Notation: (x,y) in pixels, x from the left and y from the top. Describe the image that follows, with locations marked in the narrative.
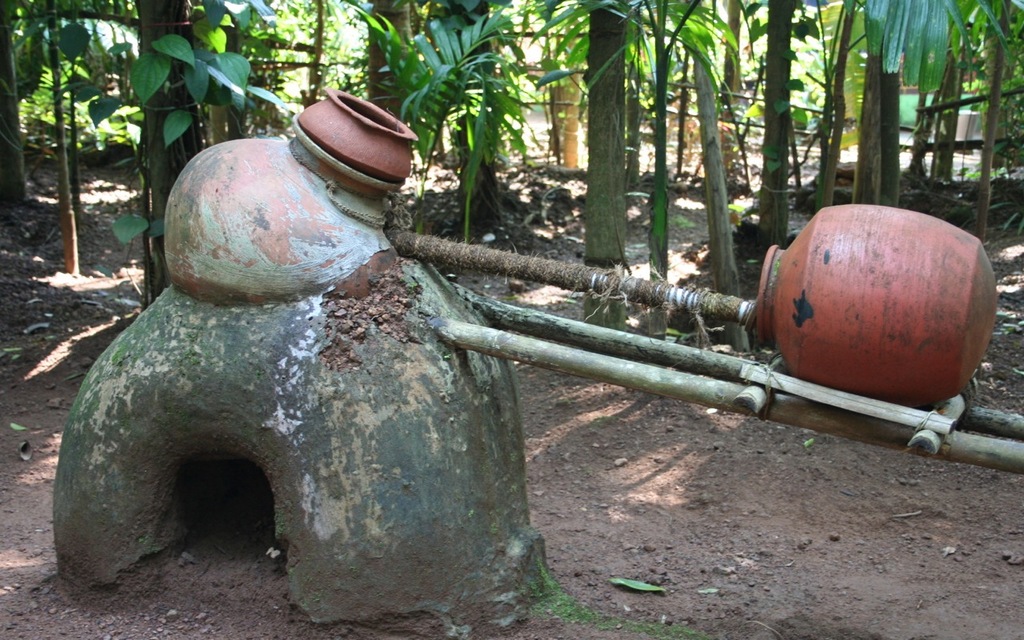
This image consists of pots (405,131), sticks (945,430) and trees (653,327). There are leaves (225,81) which are in green color.
